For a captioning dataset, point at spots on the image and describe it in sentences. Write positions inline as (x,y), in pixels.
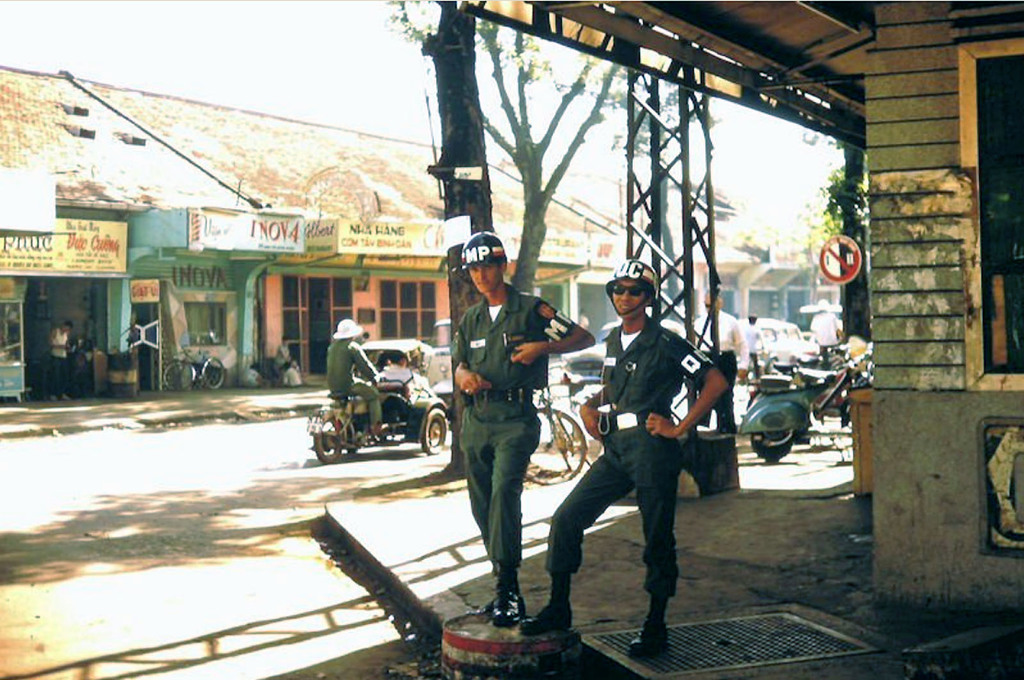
In this image I can see people (612,438), vehicles (400,416) and some of them are sitting on vehicles (417,410). In the background (331,249) I can see houses (236,308), trees (488,234), bicycles (211,360), boards (123,262) which has something written and trees (458,416). I can also see the sky (274,3).
